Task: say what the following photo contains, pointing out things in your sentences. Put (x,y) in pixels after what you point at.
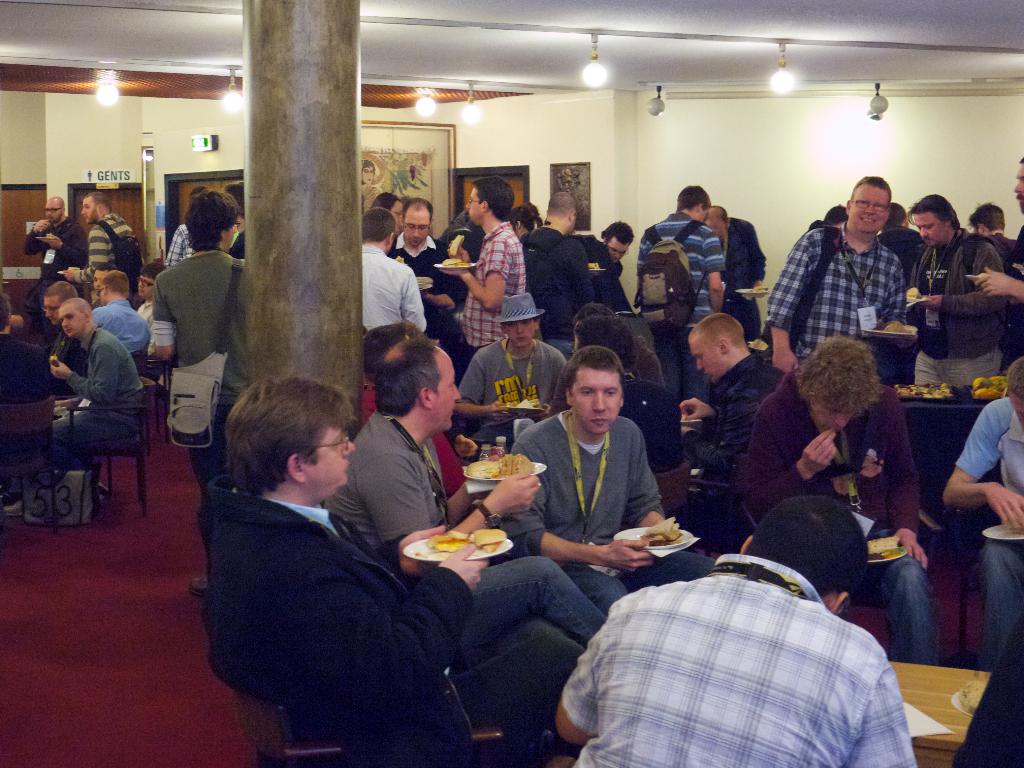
In this image we can see these people (492,583) are sitting on chairs (26,425) and holding plates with food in their hands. In the background (614,267) we can see people (867,281) standing and holding plates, photo frames (402,158) on walls (472,144), lights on ceiling (556,4).
